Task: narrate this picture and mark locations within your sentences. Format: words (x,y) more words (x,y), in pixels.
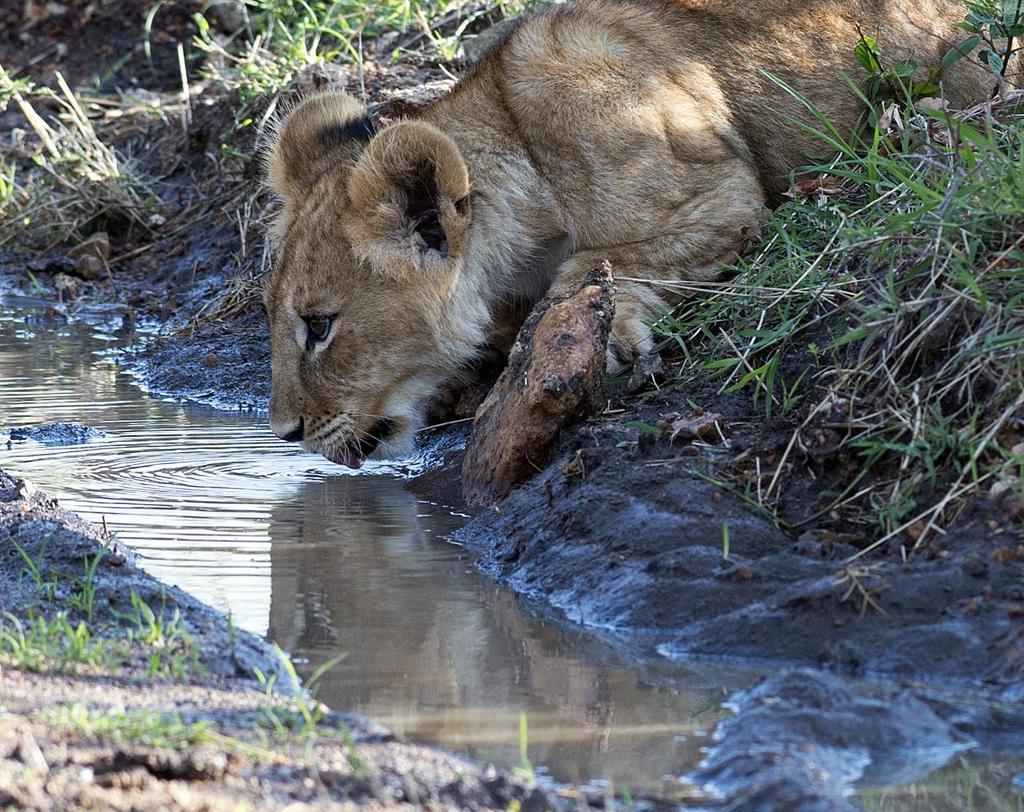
At the bottom of this image (503,667) I can see the water (273,563). At the top of the image (629,146) there is a lion (475,205) sitting and drinking the water (318,500). On the right (856,356) and left side of the image (309,720) I can see the grass (745,381).
